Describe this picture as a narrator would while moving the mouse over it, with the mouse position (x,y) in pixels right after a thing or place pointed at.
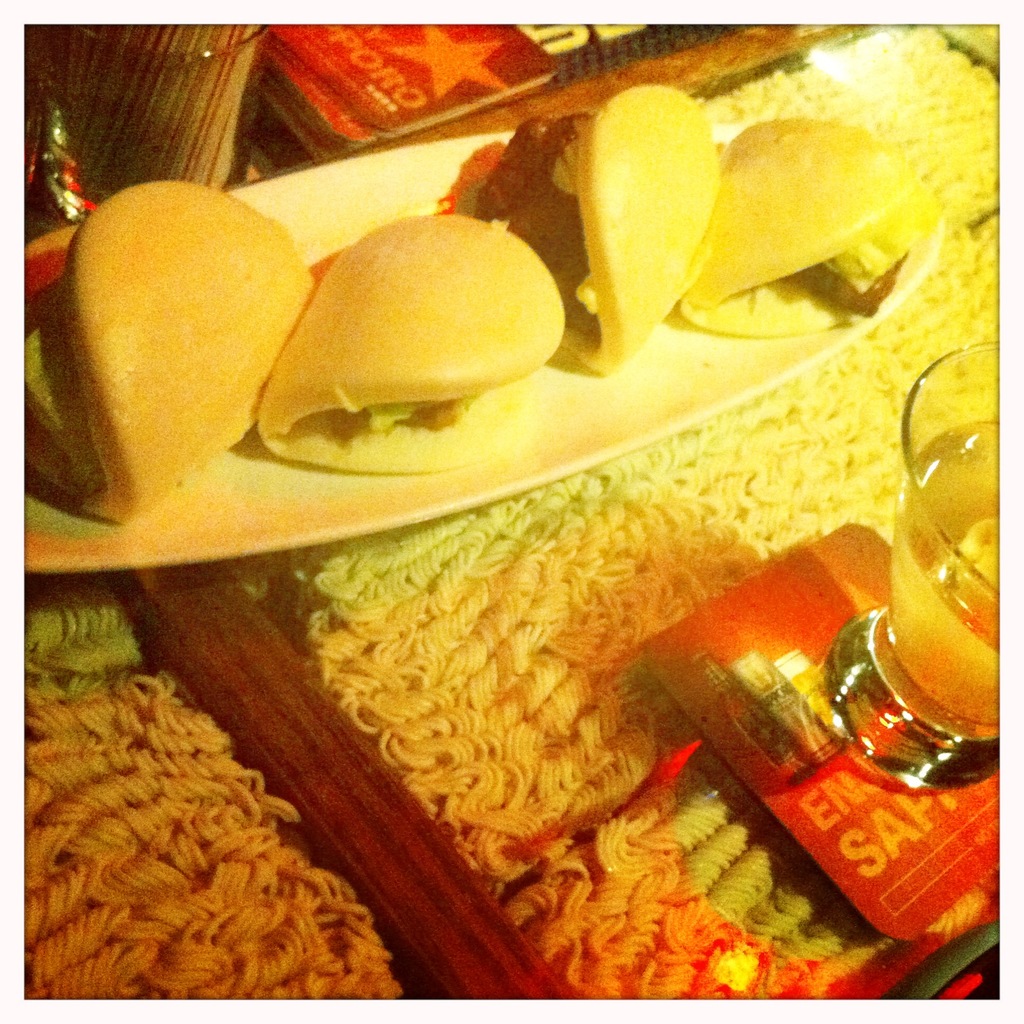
Here we can see noodles (409,652), cards (725,689), glasses (106,104), plate (733,355) and food (608,267).
